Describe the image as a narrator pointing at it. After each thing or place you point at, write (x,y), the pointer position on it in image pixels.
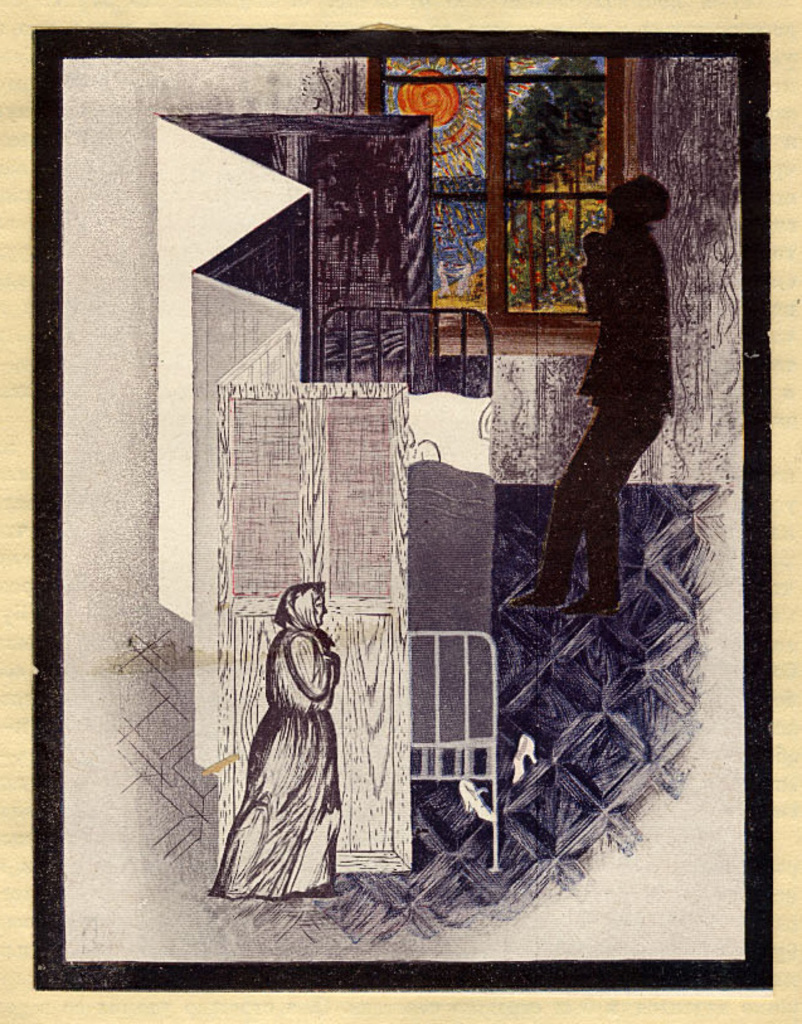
This picture shows a painting (188,460). We see a woman (325,693) and human (660,325).
